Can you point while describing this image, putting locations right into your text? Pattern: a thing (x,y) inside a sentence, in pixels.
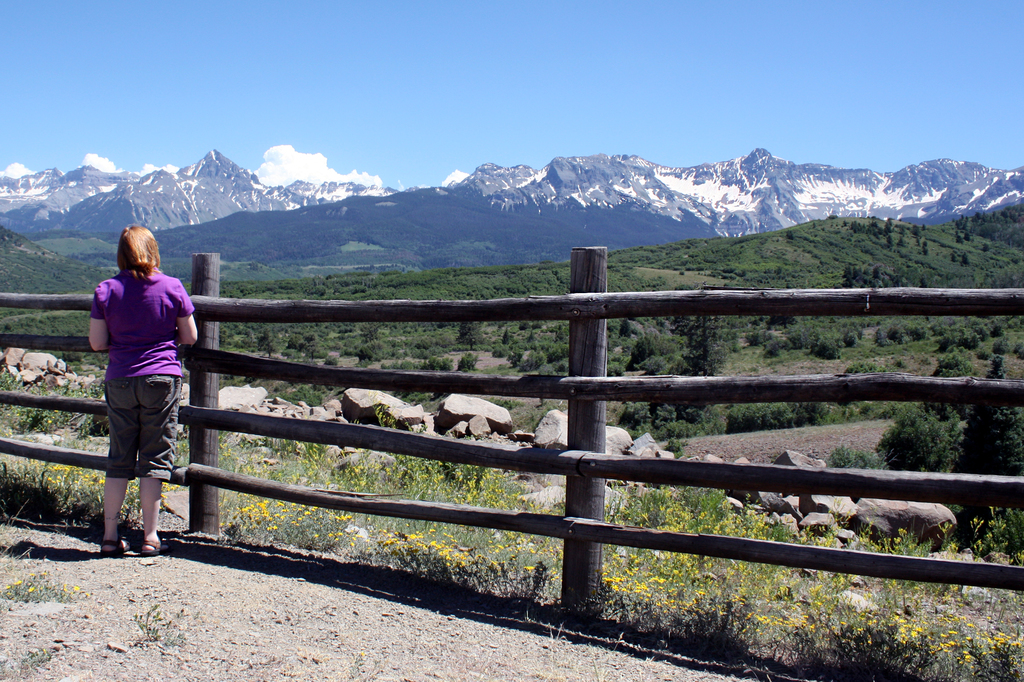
In this picture there is a woman (169,336) wearing purple shirt (169,338) and grey shorts (165,412) standing and watching the mountains (424,190). In the front side (592,464) there is a wooden fencing (571,450) and some trees (552,344) on the hill (428,285). In the background (300,232) we can see some mountains (493,174) with blue sky (122,100).
